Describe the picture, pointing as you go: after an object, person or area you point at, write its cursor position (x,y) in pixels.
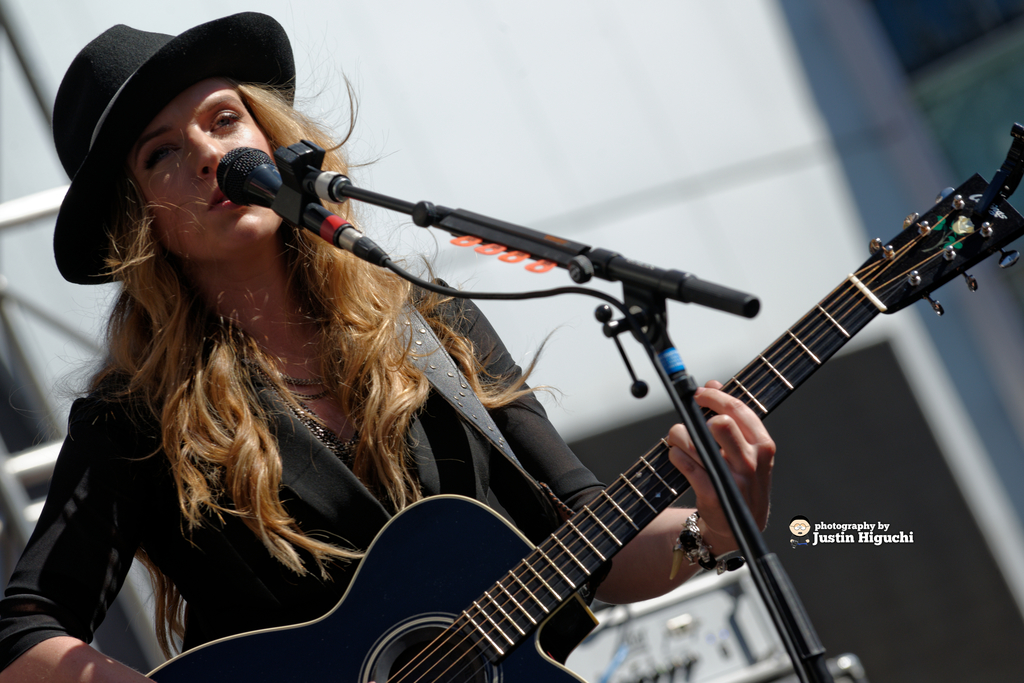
The woman (301,418) with blond hair (152,303) wearing a black jacket (112,499) and a black hat (92,142) holding a guitar (539,577) singing on a mic (308,217) which was held to a stand (748,543).
